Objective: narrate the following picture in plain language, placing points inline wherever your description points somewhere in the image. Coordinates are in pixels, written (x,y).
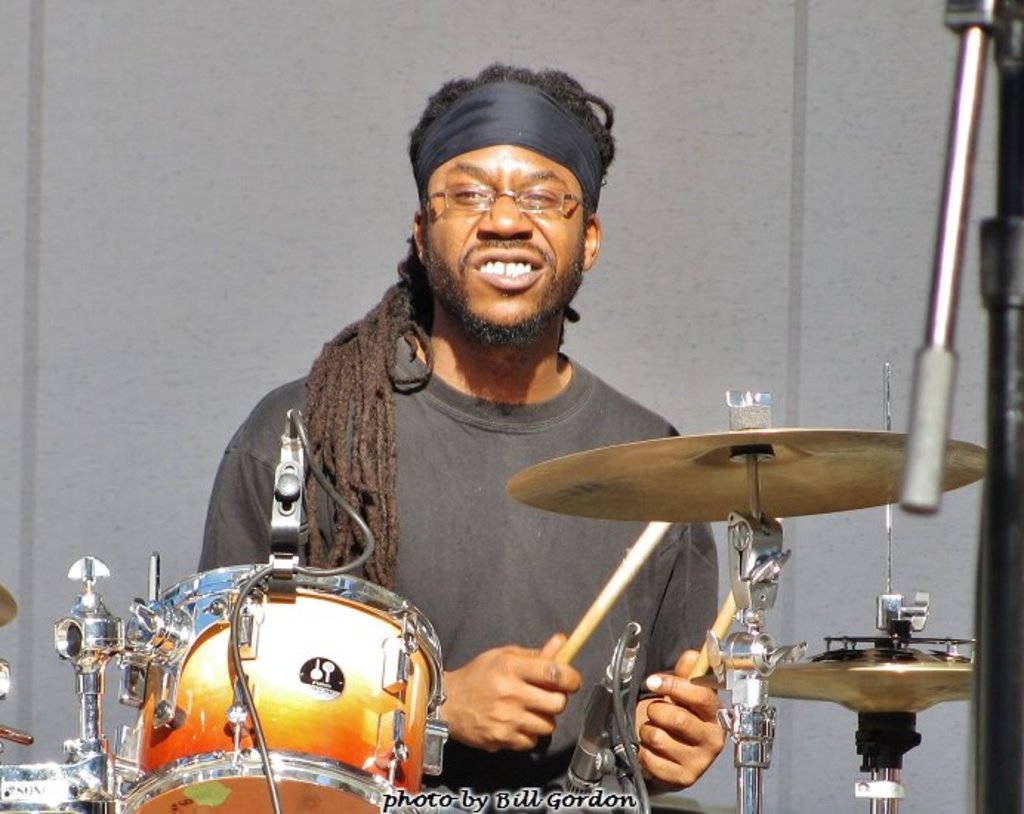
In this image there is a man (553,602) in the center (463,527) and smiling holding two sticks (601,611) in hands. In front of the man (434,607) in the front (364,628) there is a musical instrument (888,686). In the background (254,329) there is a wall (728,207) which is white in colour.
